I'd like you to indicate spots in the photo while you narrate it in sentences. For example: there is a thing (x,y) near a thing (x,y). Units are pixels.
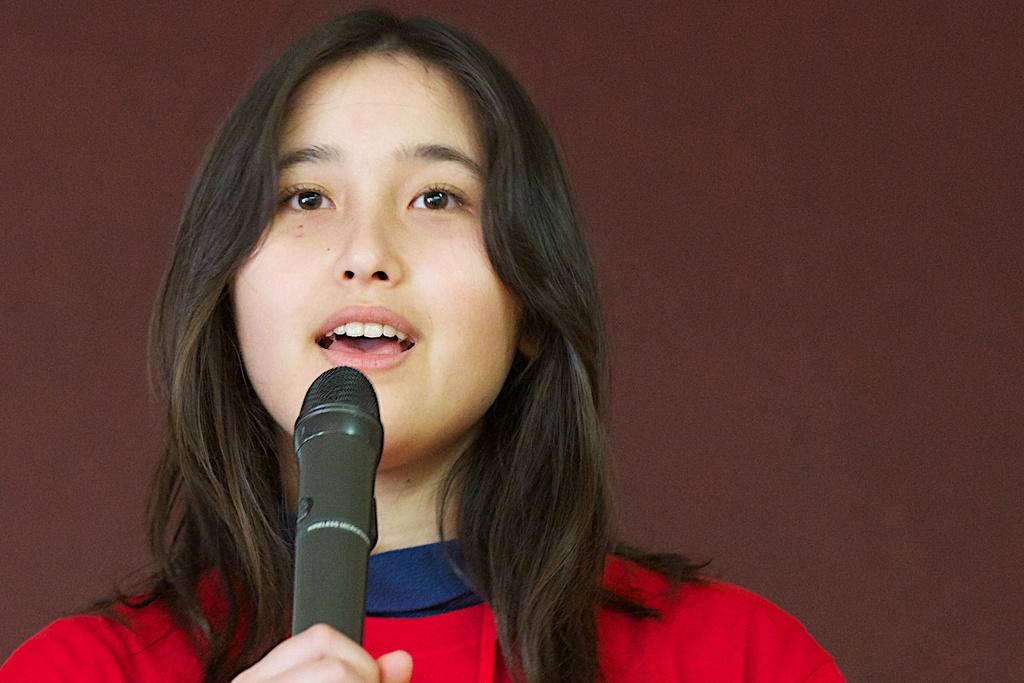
In the image we can see there is a girl (363,641) who is standing and holding mic (366,498) in her hand (321,645).
